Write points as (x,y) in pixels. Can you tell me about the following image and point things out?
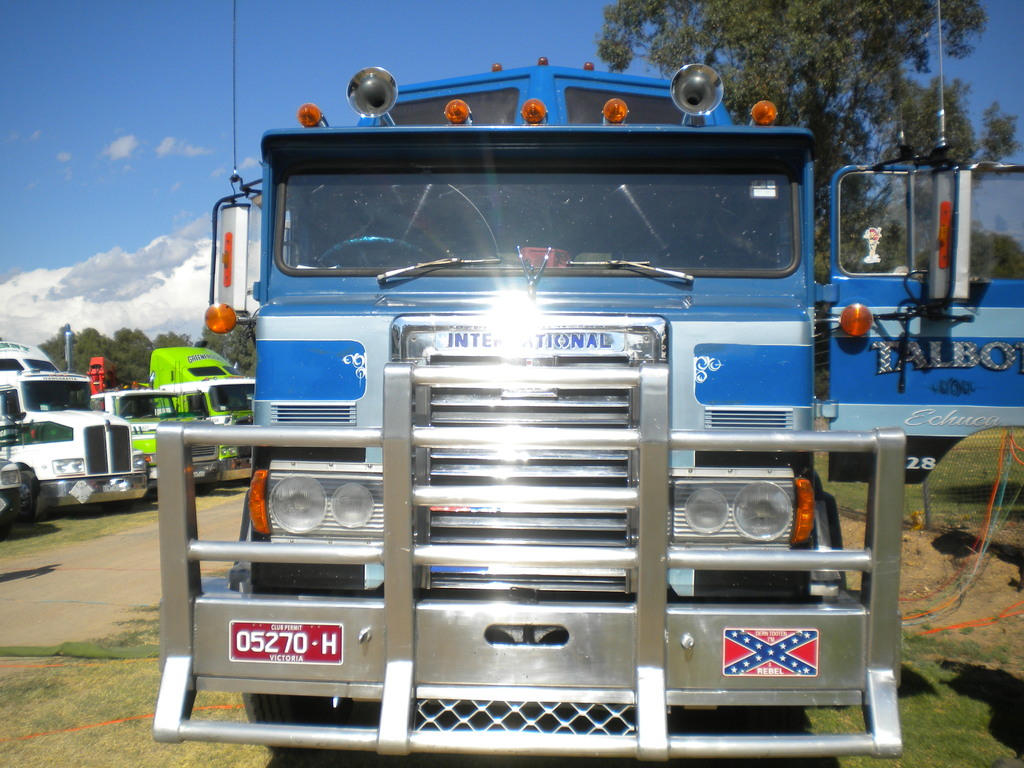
In front of the picture, we see a vehicle (471,269) in blue color. At the bottom (76,662), we see the grass (113,664) and the road (33,613). On the left side (8,363), we see the vehicles (72,414) parked on the road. These vehicles (86,454) are in white and green color. There are trees (856,98) in the background (870,98). At the top (118,140), we see the sky (156,162) and the clouds (79,291).
